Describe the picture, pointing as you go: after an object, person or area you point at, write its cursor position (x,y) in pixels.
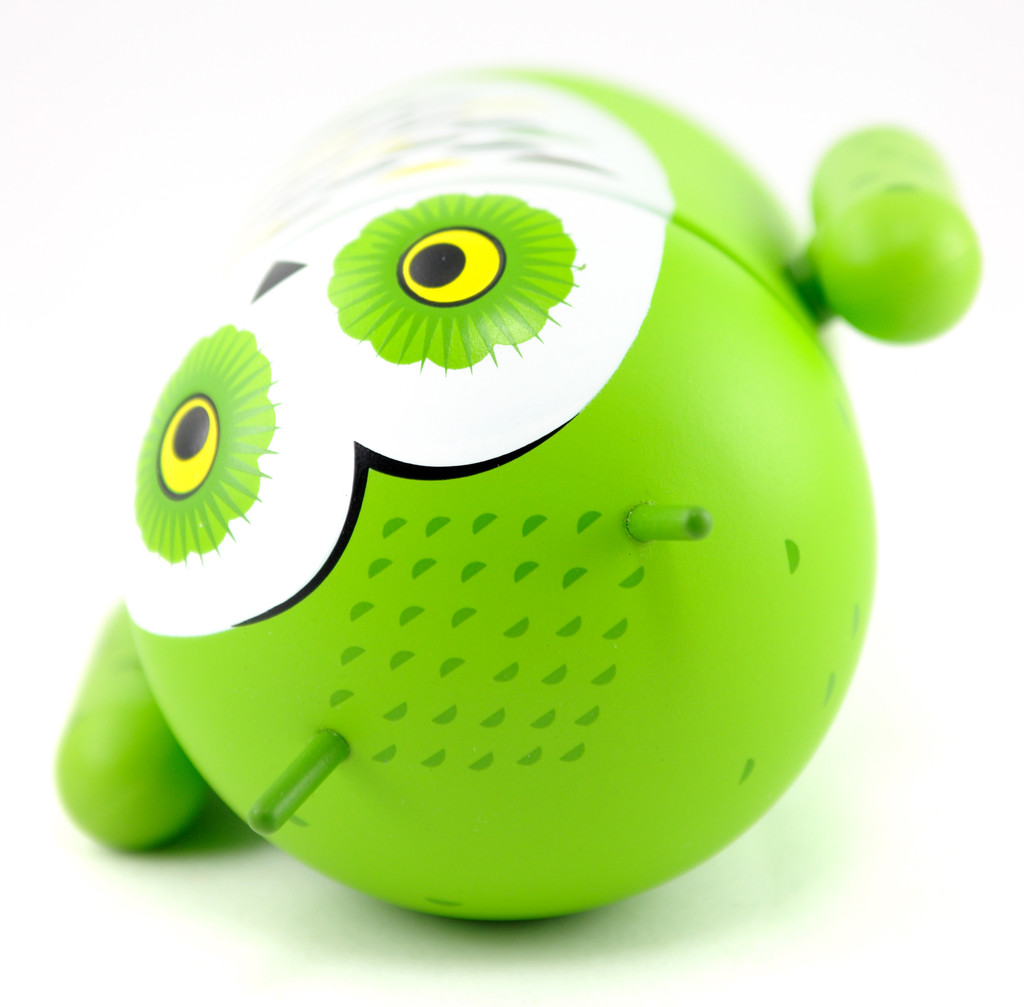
In this picture we can see a toy (411,535).
